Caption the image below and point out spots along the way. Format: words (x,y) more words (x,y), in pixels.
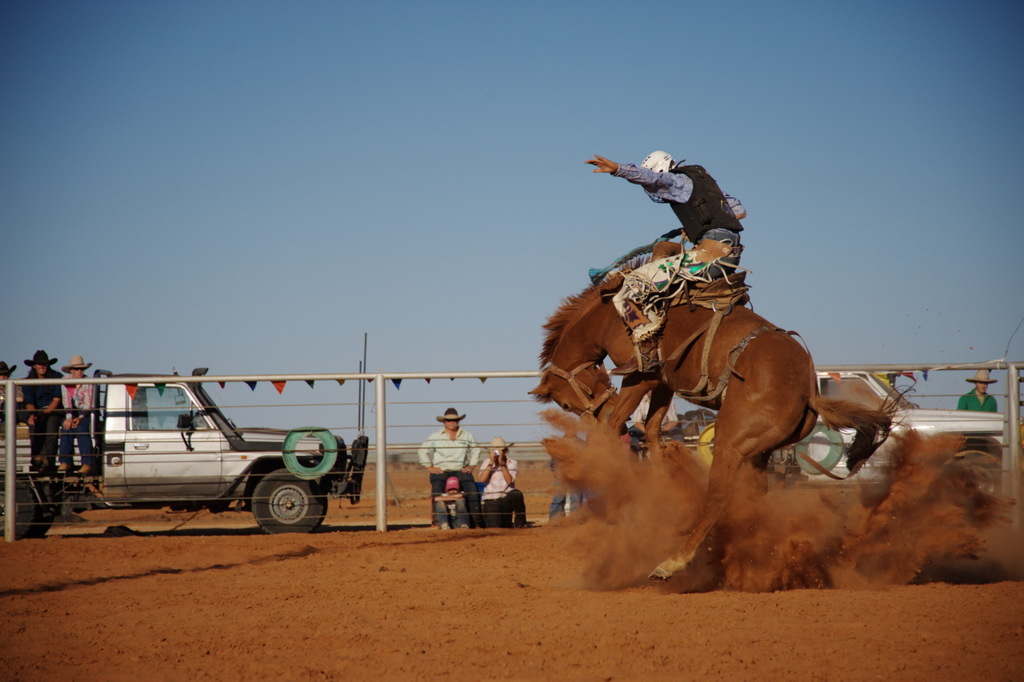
In this image we can see a person (639,287) riding a horse (671,324). Behind the horse (663,379) we can see a fencing (185,439) and few persons (493,480) sitting. On the right side (989,451), we can see a vehicle (983,420) and a person (972,376). On the left side (229,428), we can see a vehicle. In the vehicle (224,441) we can see a few persons (53,420). At the top (676,86) we can see the sky (224,224).
